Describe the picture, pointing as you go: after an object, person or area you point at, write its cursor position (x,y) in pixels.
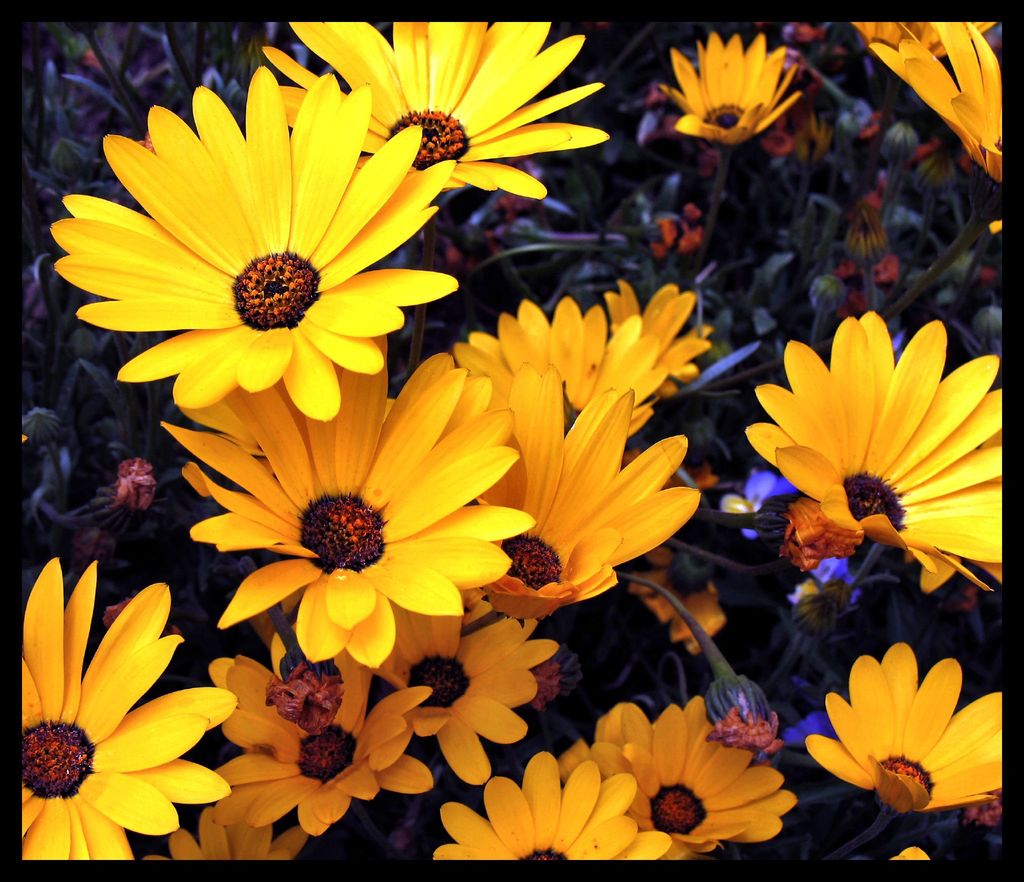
In this image we can see some flowers (362,537) which are in yellow color and in the background of the image (729,364) there are some leaves (248,637).
